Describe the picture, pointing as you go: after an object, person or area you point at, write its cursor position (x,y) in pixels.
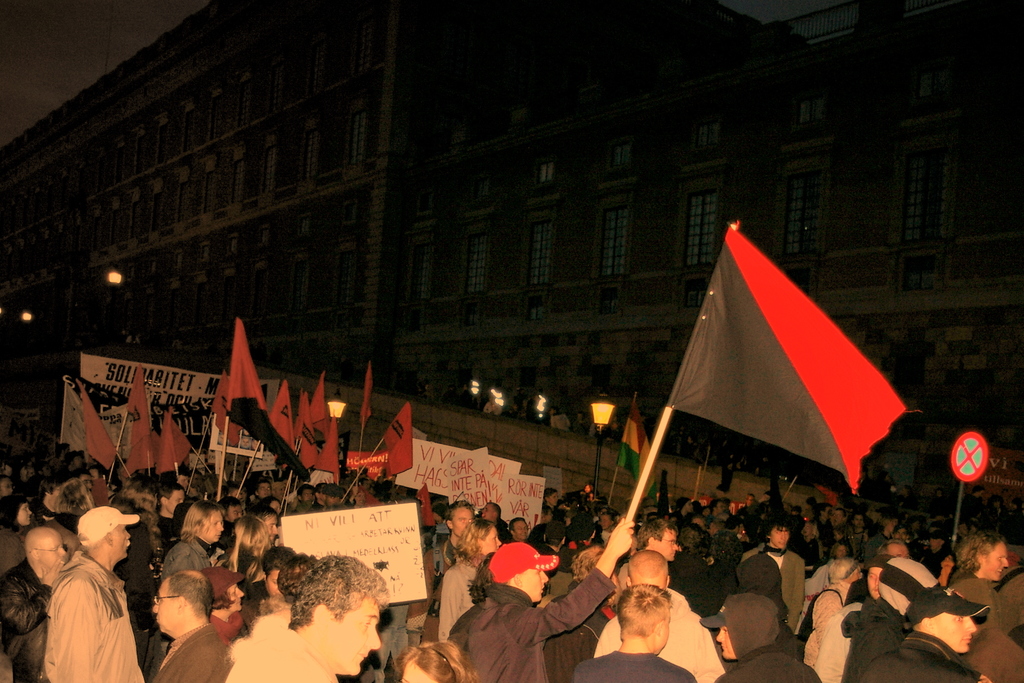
In this image, we can see a crowd (857,608). There are some persons (229,529) holding flags (687,411) with their hands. There is a sign board (981,462) in the bottom right of the image (962,459). There is a building (508,305) in the middle of the image (367,234).
